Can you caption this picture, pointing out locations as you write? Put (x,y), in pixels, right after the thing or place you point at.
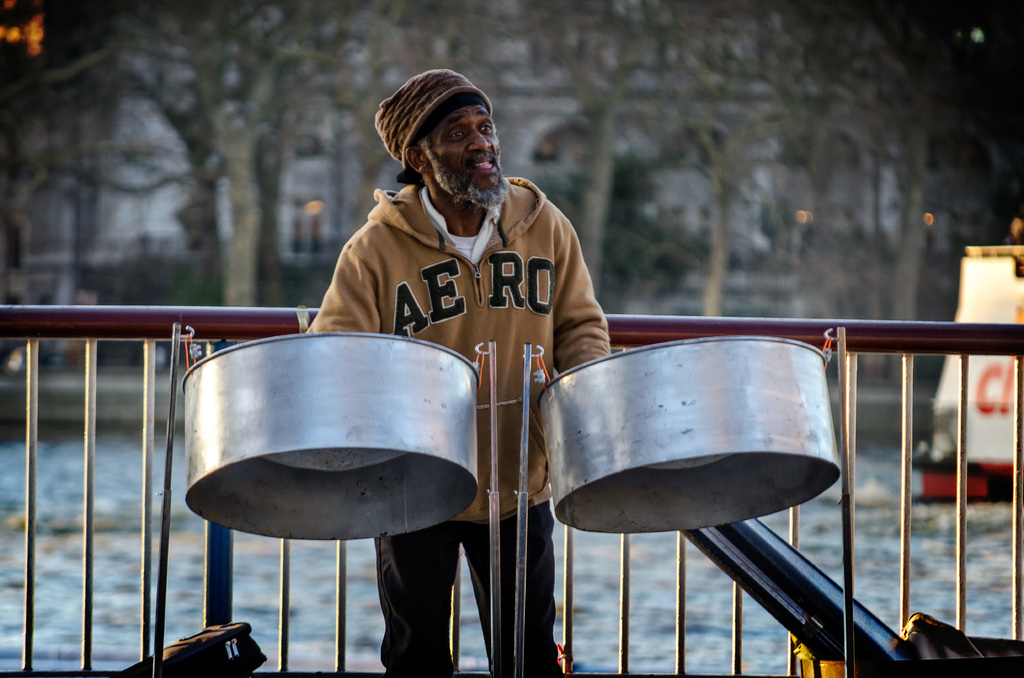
In this image, There is a person (405,296) wearing clothes (495,225) and cap (430,110). This person (467,329) standing in front of the river (325,568). There are some trees (639,110) behind this person (528,261). There are two drums (353,422) in front of this person (454,227). There is a bag (197,666) on the ground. There is a fence (102,318) behind this person (455,304).
